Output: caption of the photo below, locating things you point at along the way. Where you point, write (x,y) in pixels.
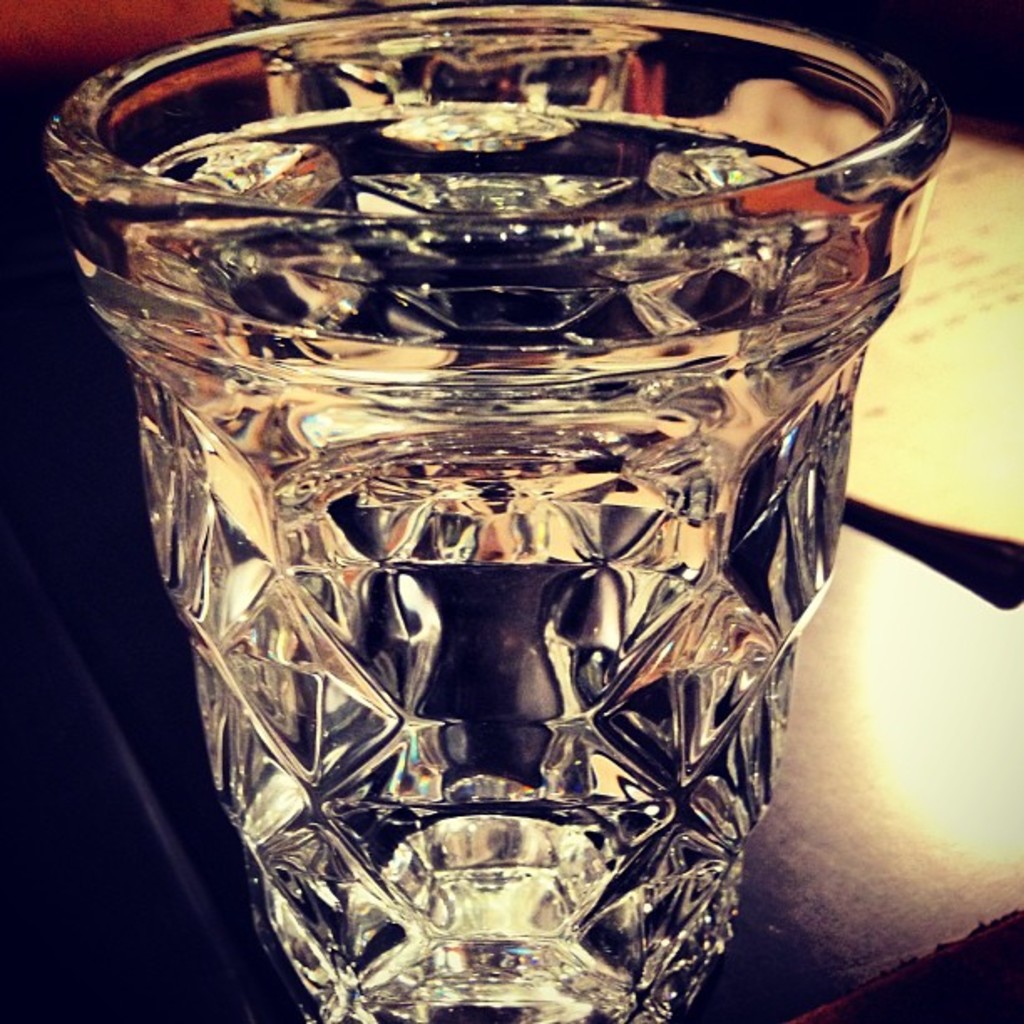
The picture consists of a glass (592,1018) placed on a table (919,607). The background (978,211) is blurred.
